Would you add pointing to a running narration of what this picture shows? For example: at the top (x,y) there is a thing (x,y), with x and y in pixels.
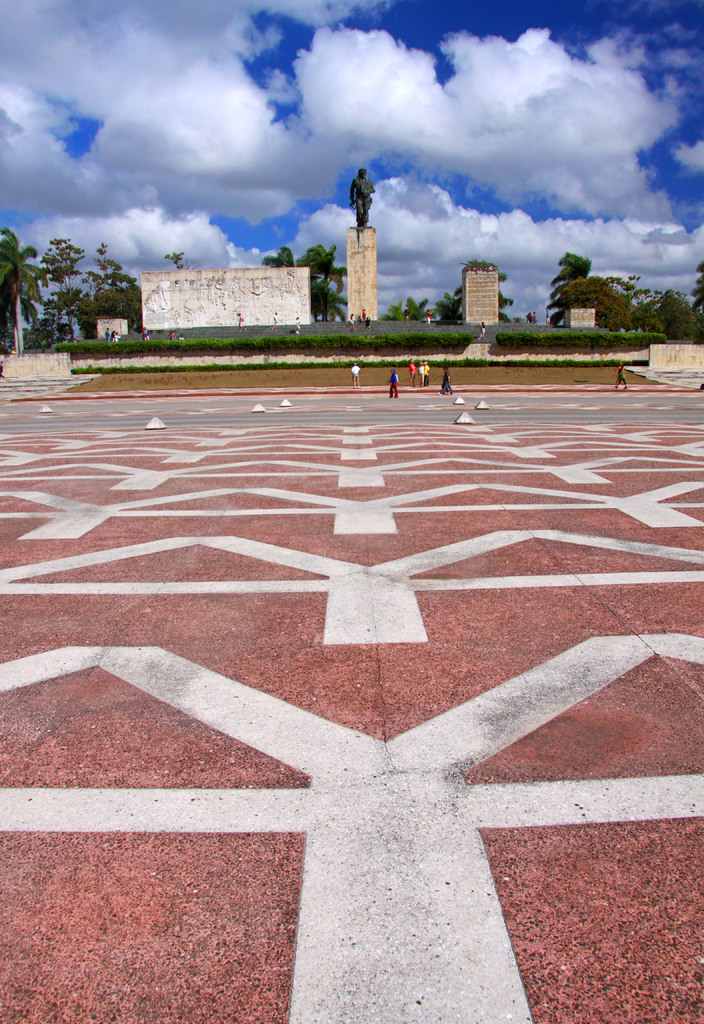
In this image I can see a path (367,471) in the front (541,472) and on it I can see number of white colour lines (357,451). In the background (678,308) I can see few people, plants (524,337), a sculpture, number of trees (17,309), clouds (280,131) and the sky (575,24).
